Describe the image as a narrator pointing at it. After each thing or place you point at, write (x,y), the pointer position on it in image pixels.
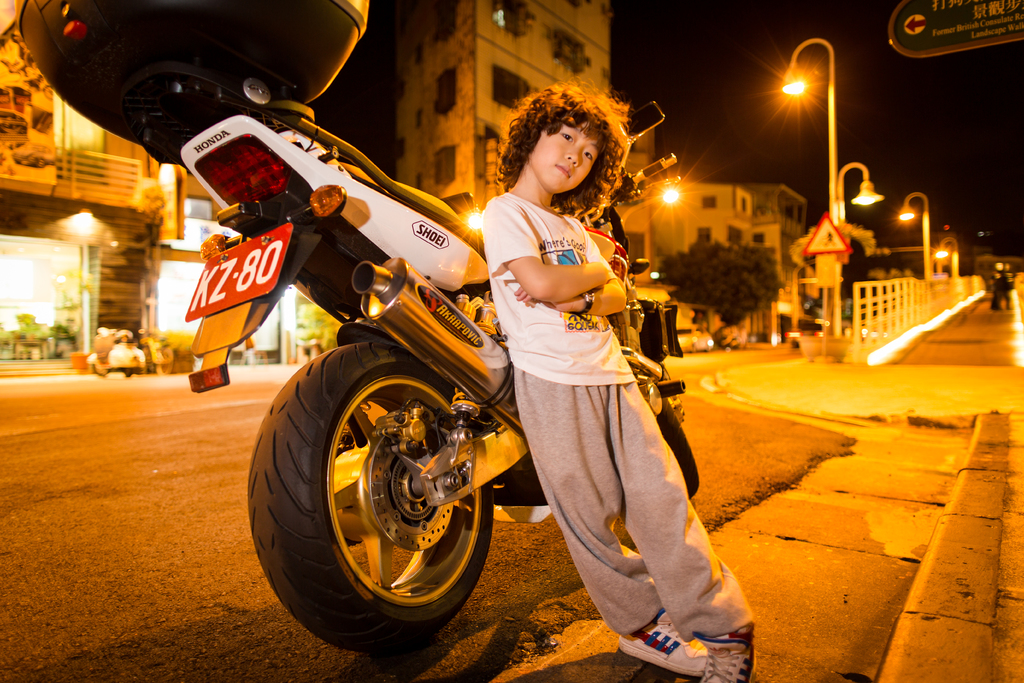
In this image I see a bike (425,291) on which there are words (449,312) and numbers (257,268) written and I see boy (523,310) over here who is standing near to the bike (478,384) and I see that the boy (548,282) is wearing white t-shirt (598,323) and grey pants (600,449) and I can also see that he is wearing shoes (745,644) and I see the road (727,450). In the background (295,290) I see the buildings (664,245), light poles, a sign board (828,237) over here and I can also see a board (911,31) on which there are words (970,26) and an arrow (911,27) and I see the path (1003,318) over here and it is dark in the background (741,301) and I see a tree (725,251) over here.
